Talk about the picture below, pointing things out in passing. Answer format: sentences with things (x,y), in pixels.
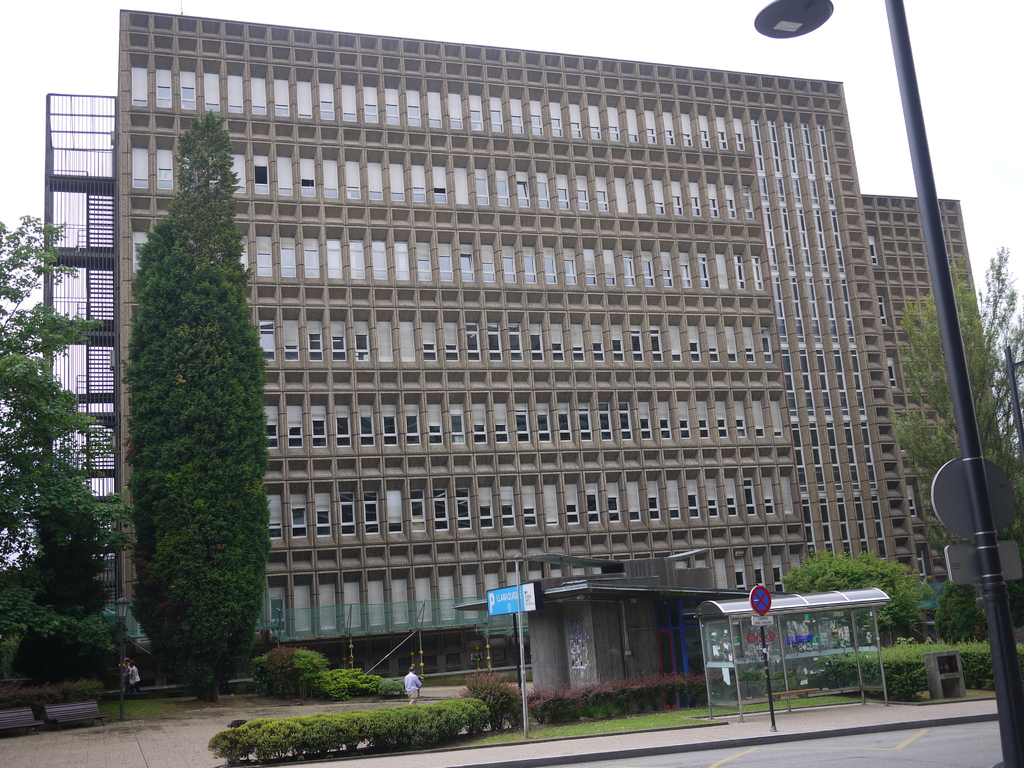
At the bottom of the image (872,748) there is a road (883,741). Behind the road (872,748) on the footpath (597,737) there are plants (682,674), poles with sign boards (768,624) and also there are poles (880,647) with roofs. Behind them there is a room (639,649) with walls (583,608) and roofs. And there are two persons (409,701) walking. On the left side of the image (73,724) there are benches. And in the background (272,650) there are trees (92,550) and also there is a building (674,473). On the right side of the image (944,327) there is a pole (996,571) with a sign board (972,569) and streetlight (1002,621).
